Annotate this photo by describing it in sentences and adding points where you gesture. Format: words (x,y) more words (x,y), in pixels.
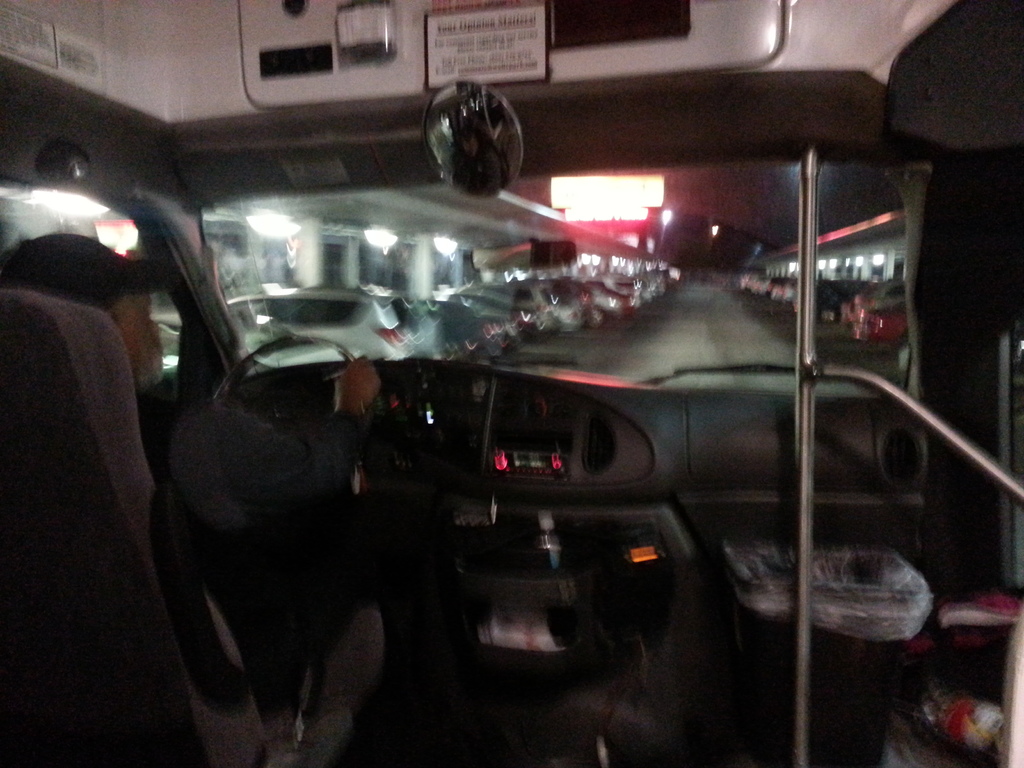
This image is clicked inside a vehicle (570,597) which is going on the road (669,353) and there are cars (601,280) on the either side of the road (650,369).
